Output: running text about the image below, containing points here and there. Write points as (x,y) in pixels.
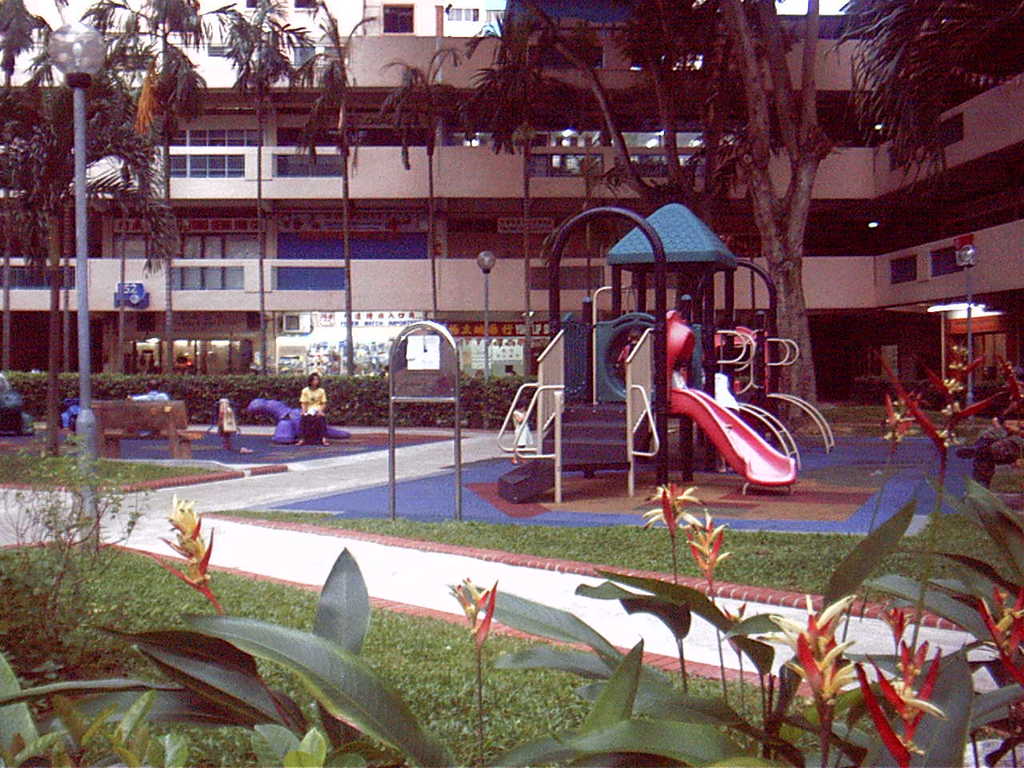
In the middle (437,496) it's a play area (675,385) for the children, there are trees (769,52) at here. In the long back side it's a building (840,150).
